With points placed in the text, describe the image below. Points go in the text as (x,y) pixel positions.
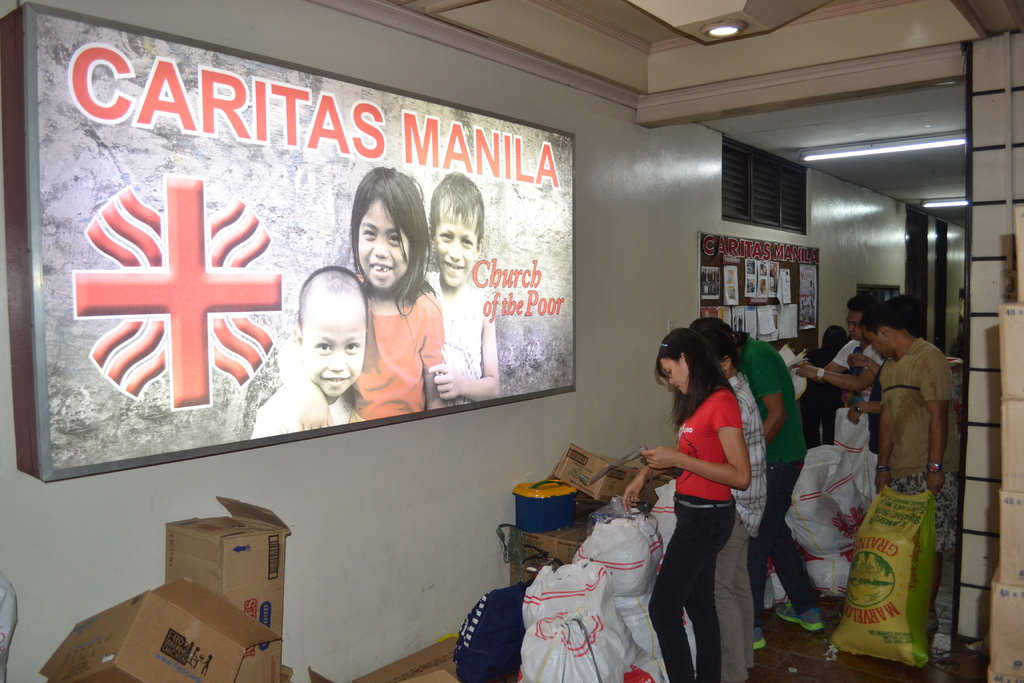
In this picture we can see a group of people (764,377) standing and a person (923,344) is holding a sack (883,558) and on the left side of the people (755,430) there are sacks (627,578), cardboard boxes (600,499), a bag (501,602) and a plastic container (537,517). On the left side of the sacks (588,603) there is a wall (611,285) with the boards (733,259). At the top (945,204) there are lights (890,150).
